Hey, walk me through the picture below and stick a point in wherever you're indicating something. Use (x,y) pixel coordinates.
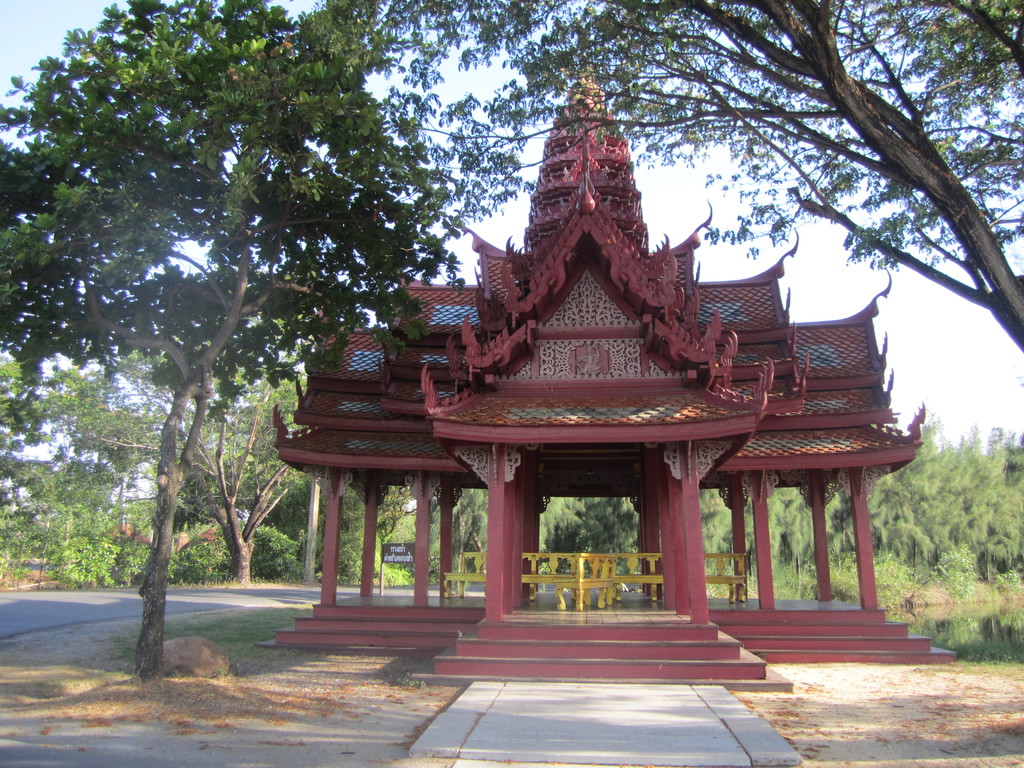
In the middle of this image (514,427), there are benches (602,559) arranged on the floor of a shelter (737,355). On the right side (955,580), there is a water pond (941,619), there are trees (961,492) and plants (782,587) on the ground (978,711). On the left side (4,620), there is a road (108,597). On both sides of this road (20,614), there are trees (15,419) and plants (218,531). In the background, there are clouds (699,190) in the blue sky (672,174).
